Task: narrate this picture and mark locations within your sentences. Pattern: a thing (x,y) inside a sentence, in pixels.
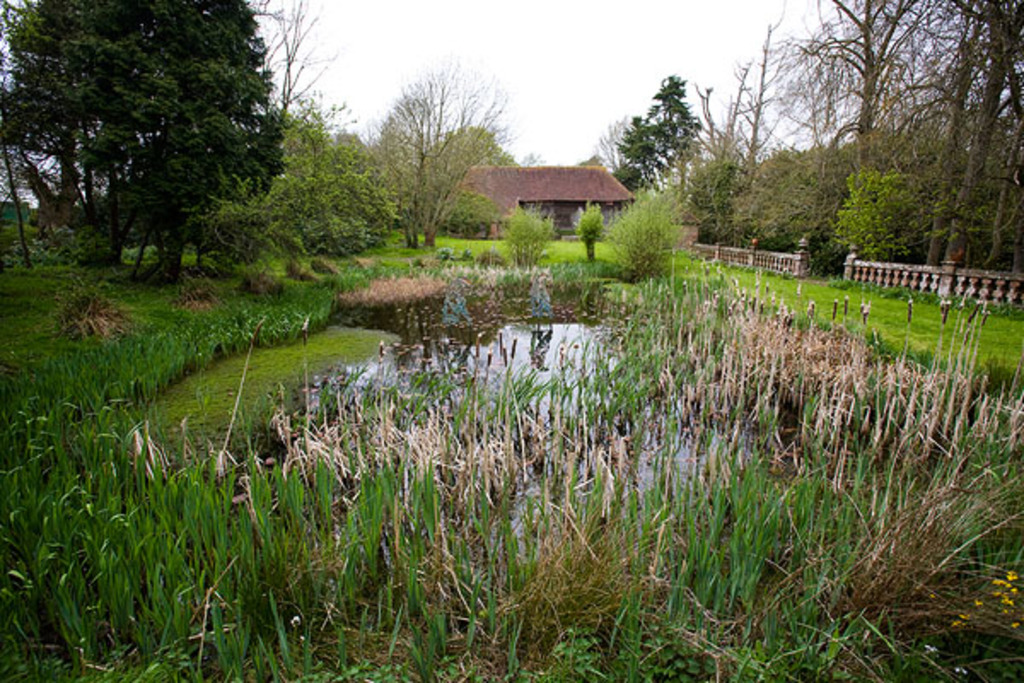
In this image there is a house (540,195) in the background (507,194). In front of the house (501,189) there is a garden (515,249). In the garden (477,238) there are so many plants (627,248) and trees (653,258). At the bottom (285,549) there is grass (353,577). Beside the grass (595,580) there is water (499,376). There are trees (176,169) on either side of the house (571,182). At the top (524,59) there is the sky (524,59).
